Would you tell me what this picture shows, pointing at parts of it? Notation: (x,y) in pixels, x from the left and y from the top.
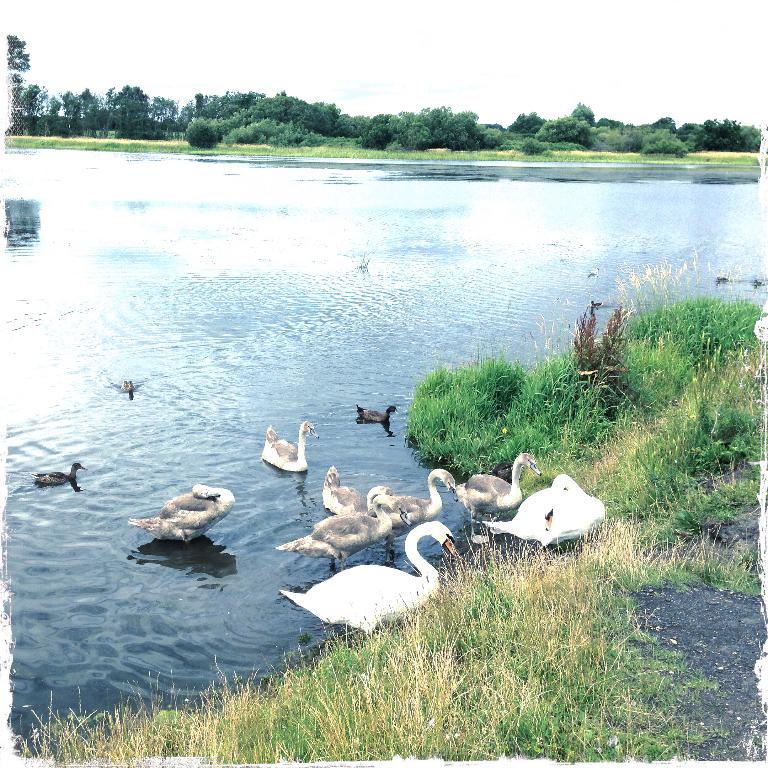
In this image we can see the water (249,515), grass (571,422) and a few swans (196,518). Behind the water (236,507) we can see a group of trees (188,140). At the top (300,15) we can see the sky (379,22).
